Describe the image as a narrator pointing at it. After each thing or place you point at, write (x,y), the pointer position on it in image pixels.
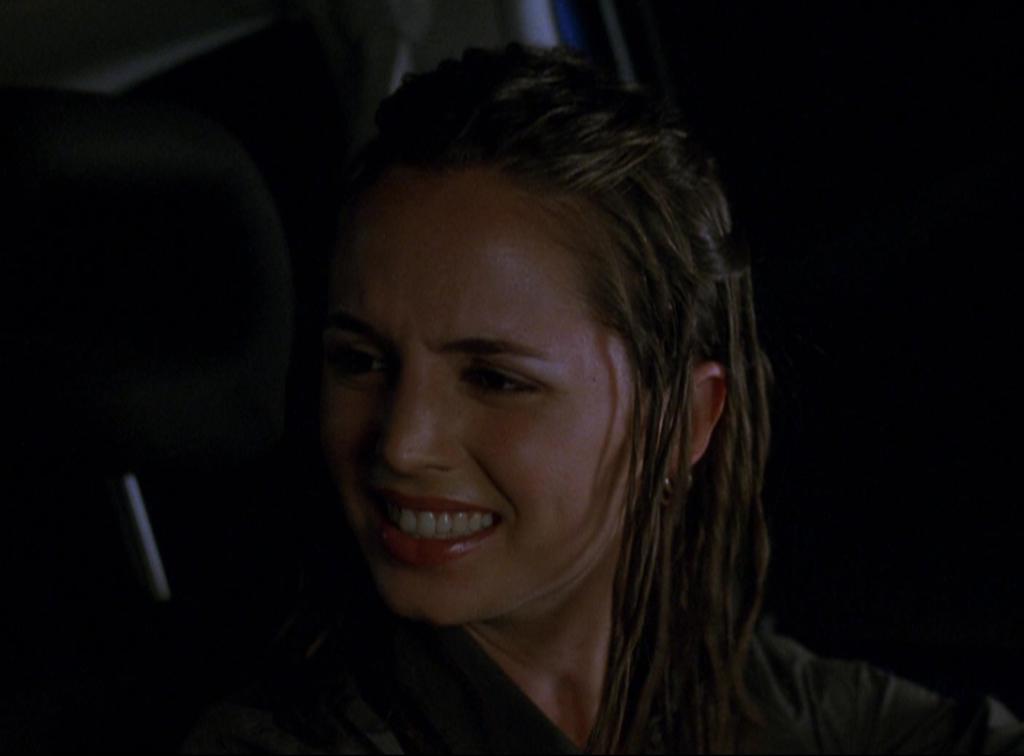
In this image we can see a woman (624,668). In the background (597,12) it is dark.
